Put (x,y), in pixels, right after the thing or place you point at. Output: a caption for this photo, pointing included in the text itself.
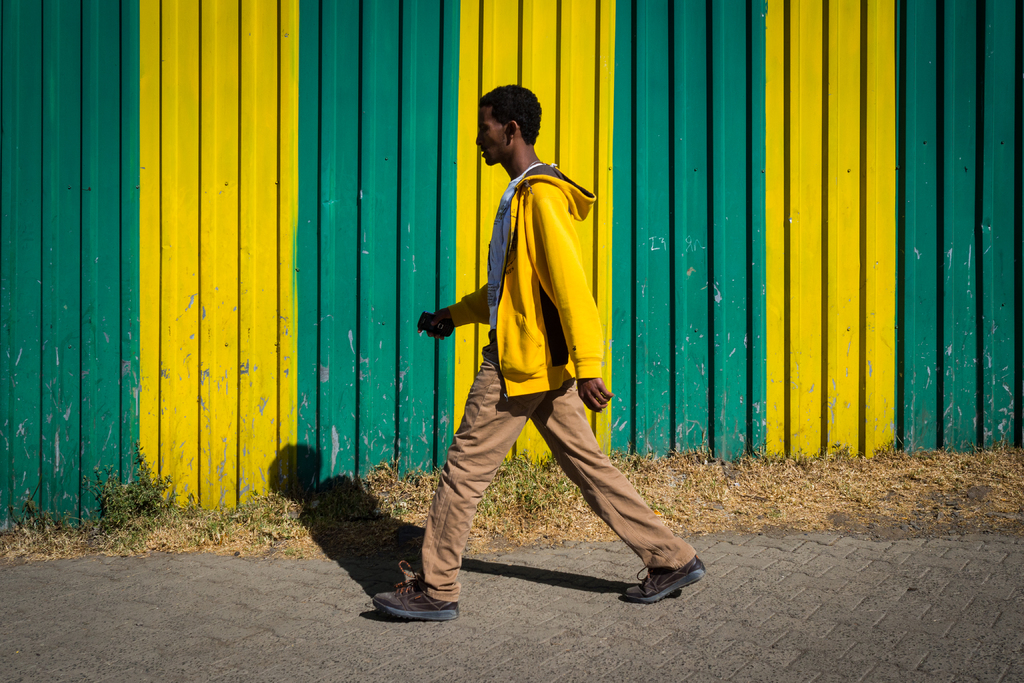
In this image we can see a person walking on the road (387,643) and to the side we can see small plants (175,544) on the ground (766,528). We can see a wall (929,360) in the background (574,158) with yellow and green color.
